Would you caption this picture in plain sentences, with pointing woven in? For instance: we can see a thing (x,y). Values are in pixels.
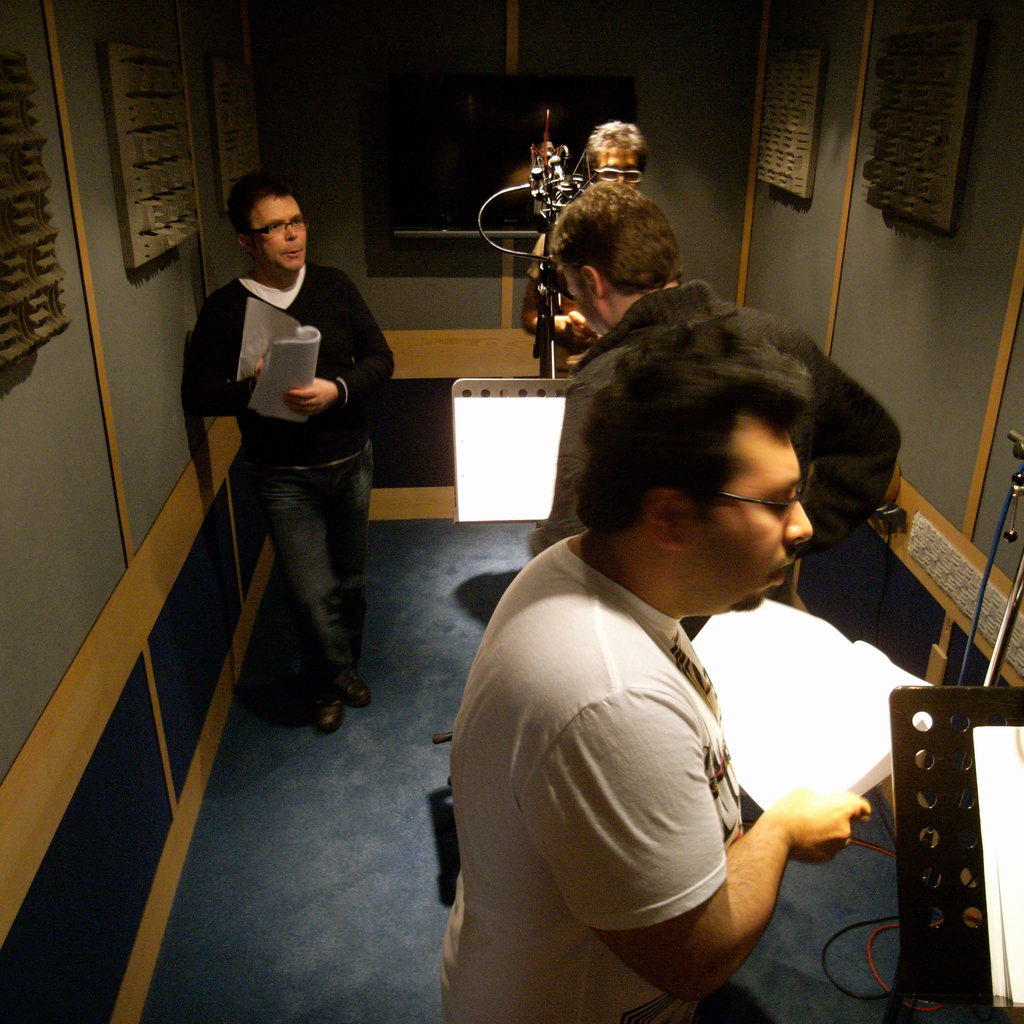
This is an inside view of a room (276,774). Here I can see three man (317,420) holding some papers (763,657) in their hands (295,407) and standing on the floor (327,742). In the bottom right (934,858) there is a metal object (951,959) on which a paper (1001,793) is placed. In the background (622,163) there is another person (630,169). At the back of him there is a wall (704,104) on which few boards (140,154) are attached.
